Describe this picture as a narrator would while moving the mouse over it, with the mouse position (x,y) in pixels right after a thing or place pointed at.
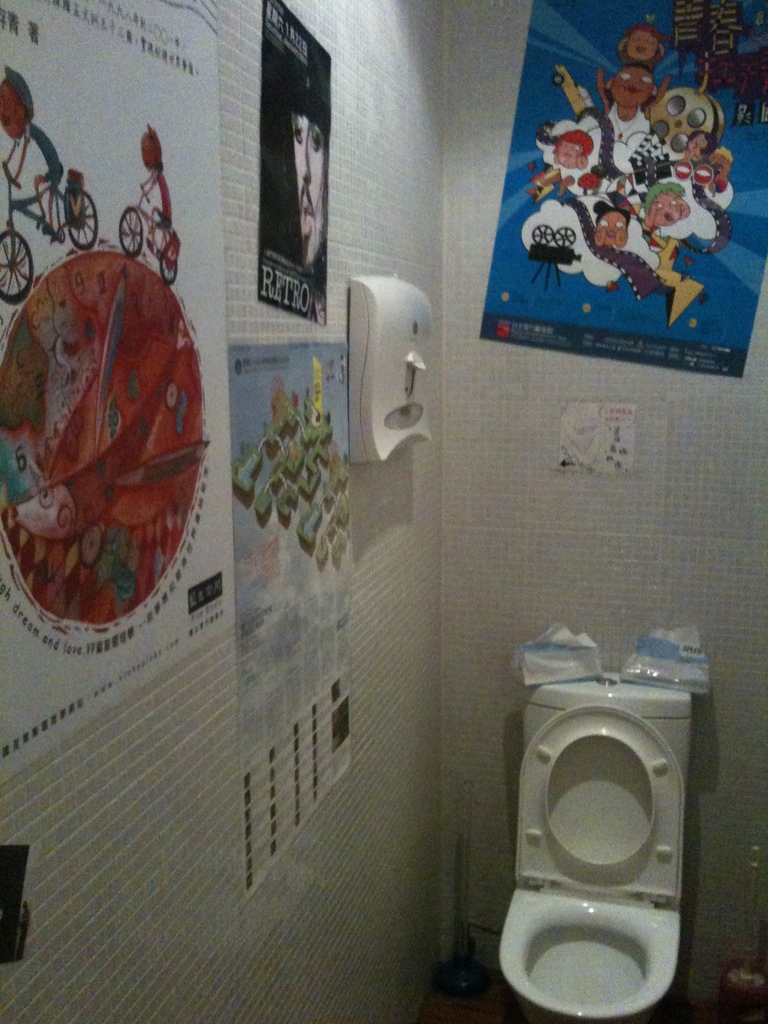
At the bottom (526,785) there is a toilet (589,908). On the left (110,493) there are posters (259,480) attached to the wall (346,262). In the background (595,219) there is a poster (615,326) on the wall (585,517).
